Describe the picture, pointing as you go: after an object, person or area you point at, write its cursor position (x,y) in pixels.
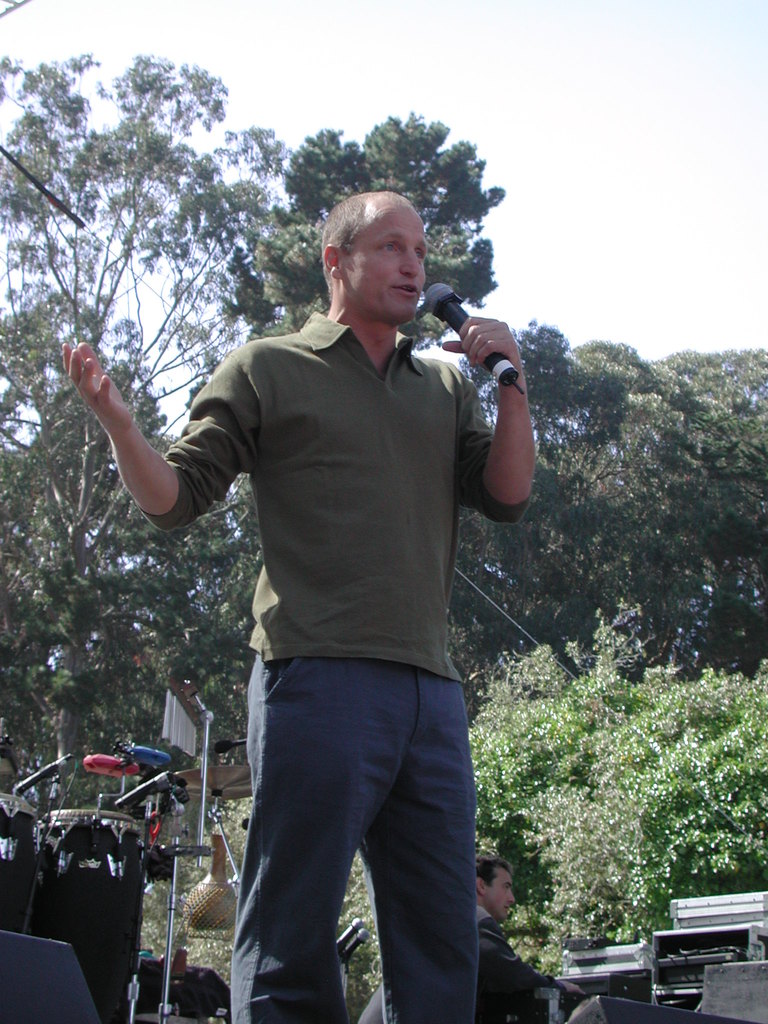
As we can see in the image there is a sky (652,188), trees (134,197) and a man (397,462) holding mic (498,367).
